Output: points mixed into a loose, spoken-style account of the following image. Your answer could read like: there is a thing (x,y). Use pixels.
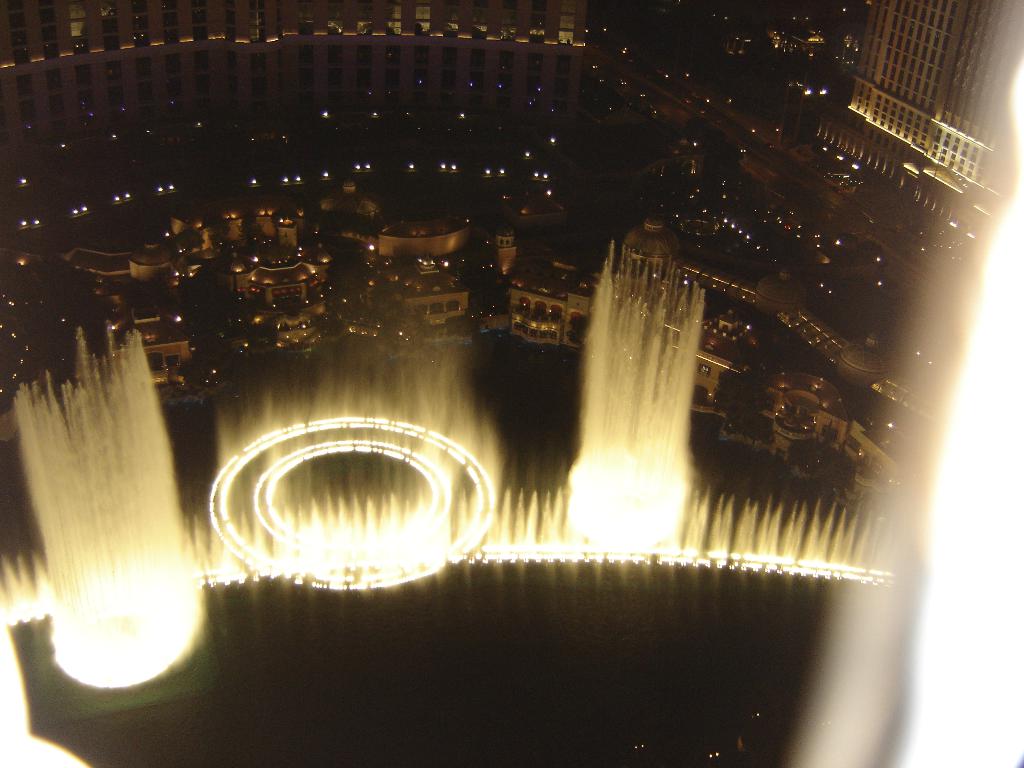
Here in this picture we can see an aerial view, in which we can see number of buildings (178,365) present over a place (335,285) and in the front (266,445) we can see water fountains (300,457) which are covered with lights (150,662) present.
